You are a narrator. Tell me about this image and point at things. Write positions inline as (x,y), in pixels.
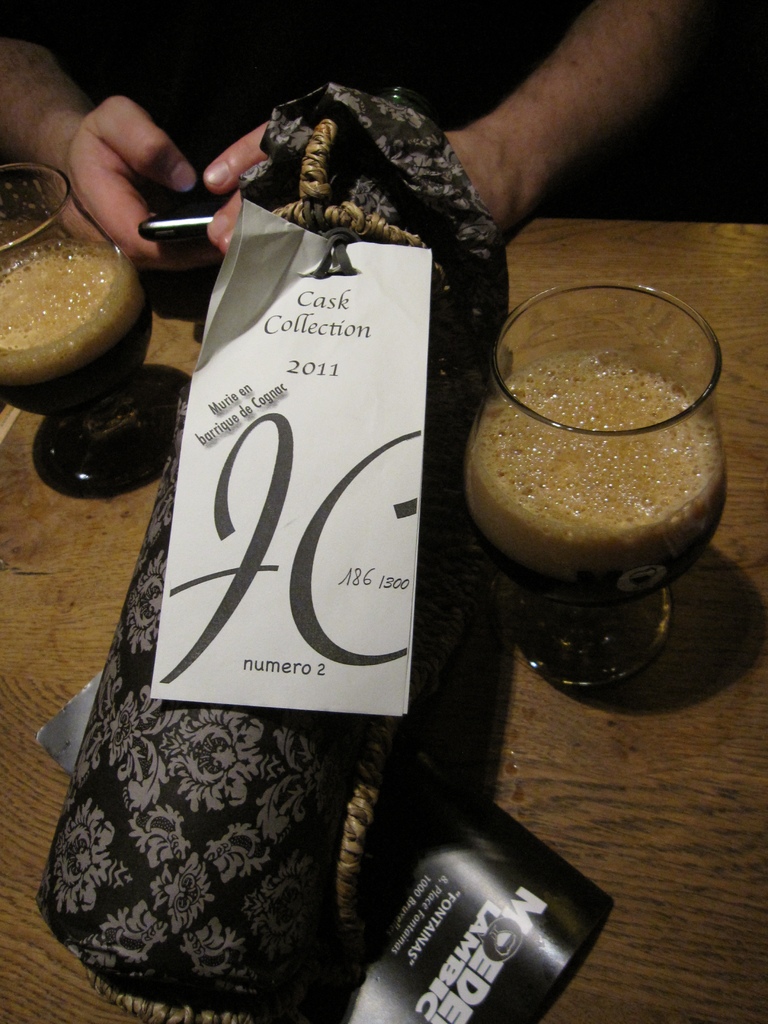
In the foreground of this picture (576,279) we can see the glasses (632,440) of drinks (12,374) and some objects (328,735) are placed on the top of the table (730,316) and we can see the text (310,579) on the papers (432,857). In the background (415,79) we can see a person (575,61) holding an object (209,220) and seems to be sitting.
